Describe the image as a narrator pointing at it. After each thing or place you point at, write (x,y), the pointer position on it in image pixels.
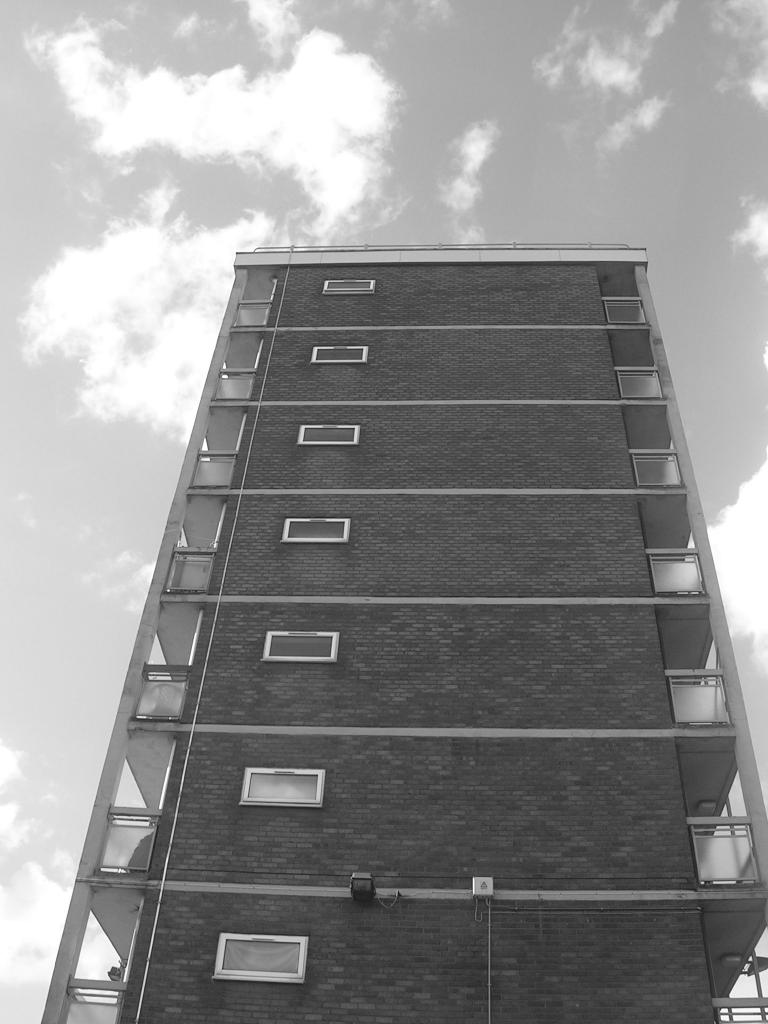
In the middle of the picture (425,536) I can see one building (319,835) with many windows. There is a sky (351,105) on the top of this image (292,107). This is a black and white image.
